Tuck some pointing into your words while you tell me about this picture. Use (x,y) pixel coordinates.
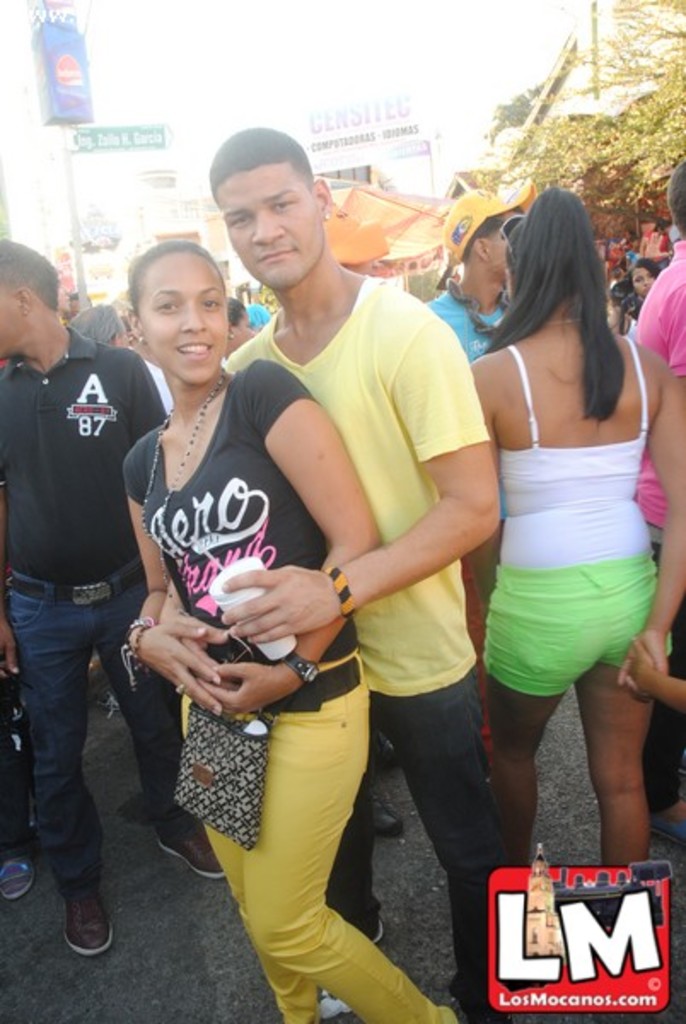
In this image we can see a man (297,305) holding a woman (218,452). In the background (374,112) it is blur. There are people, boards (340,146) and a tree (603,138). In the bottom right corner of the image (576,969) we can see watermark (604,957).
